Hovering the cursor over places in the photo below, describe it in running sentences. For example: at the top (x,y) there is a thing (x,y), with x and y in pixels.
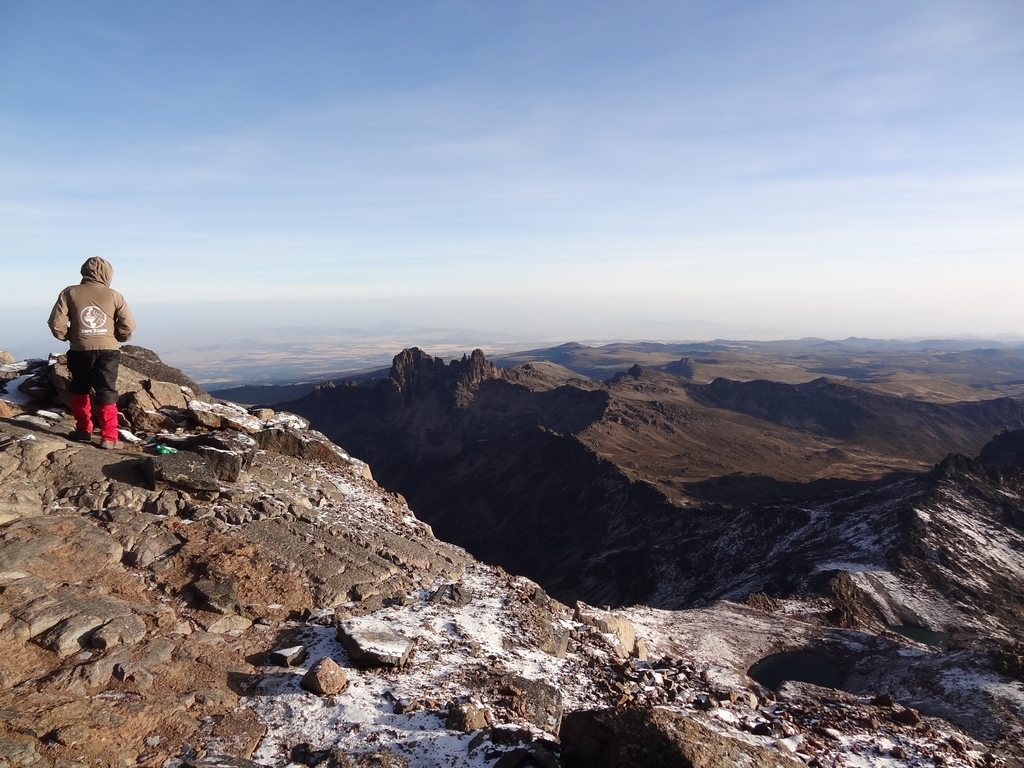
In this picture we can see a person (76,398) standing on the left side (81,317). We can see a few stones (177,545) on the ground (377,533). There are some mountains (488,362) visible in the background (487,394). Sky (799,42) is blue in color.
